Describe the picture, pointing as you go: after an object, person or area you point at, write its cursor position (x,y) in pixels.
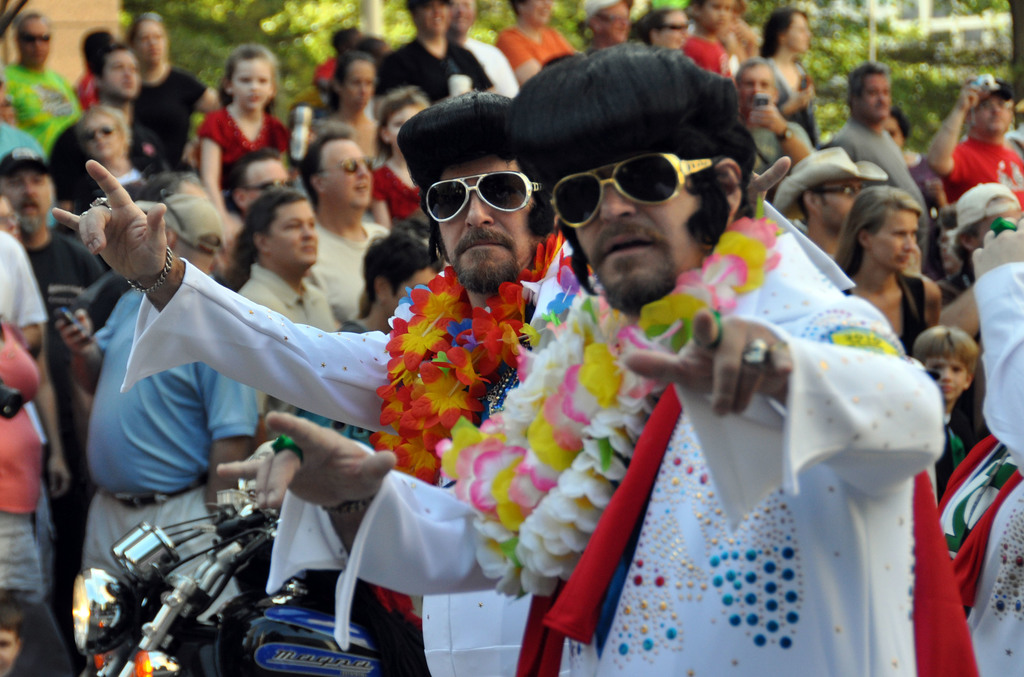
In this image I can see the group of people (489,320) with different color dresses (748,415). I can see few people (552,219) are wearing the goggles (581,219), caps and hats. I can see one person (1019,196) holding the camera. In the background (830,34) I can see many trees (890,38).
